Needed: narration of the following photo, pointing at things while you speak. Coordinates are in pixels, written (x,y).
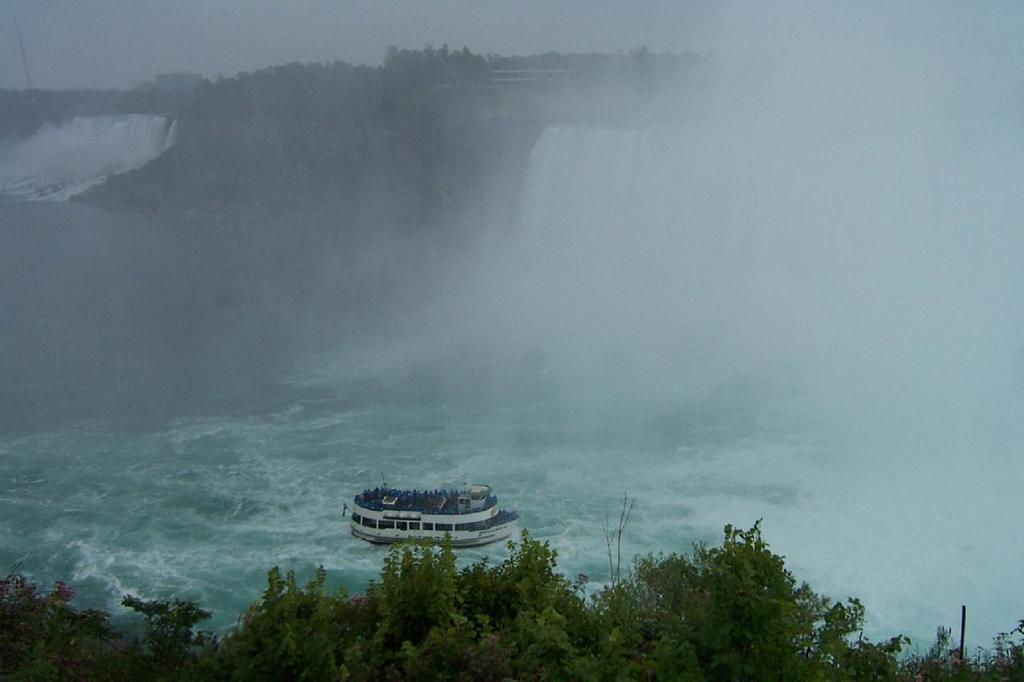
In this picture we can see some trees (424,632) at the bottom (111,607), we can see water (477,445) and a ship (424,528) in the middle (438,415), there is the sky (399,37) at the top of the picture (564,21), there are some trees (231,86) and a waterfall (597,138) in the background (641,159).
